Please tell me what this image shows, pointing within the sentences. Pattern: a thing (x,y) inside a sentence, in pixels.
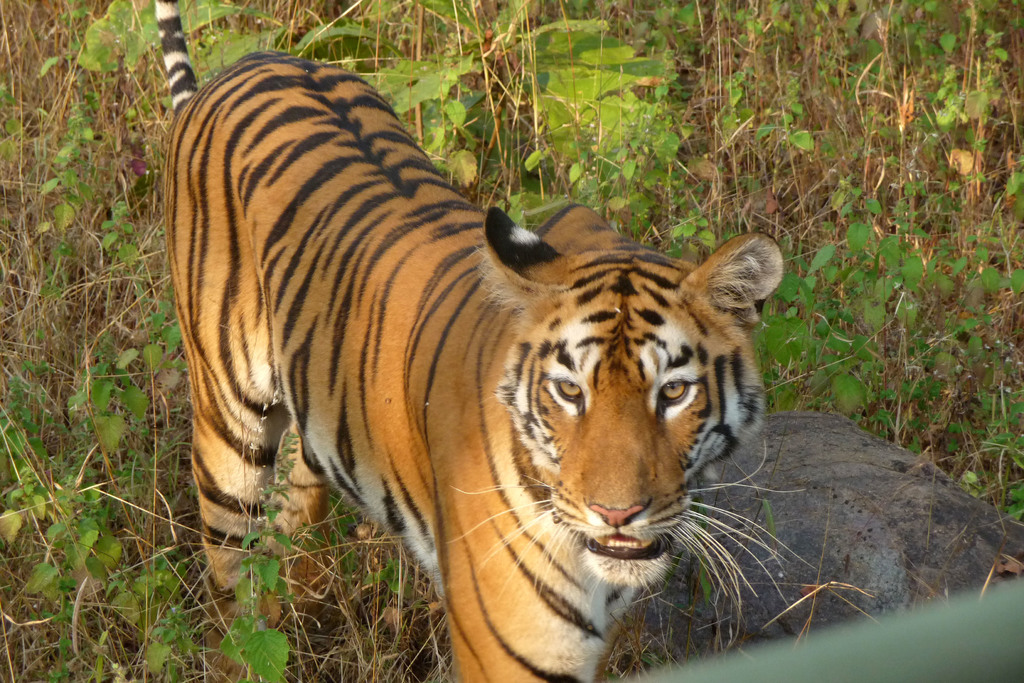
In this image there is a tiger (392,324), there are plants (941,254), there is a rock (868,520) towards the right of the image (838,496), there is an object (883,651) towards the bottom of the image (898,644).
